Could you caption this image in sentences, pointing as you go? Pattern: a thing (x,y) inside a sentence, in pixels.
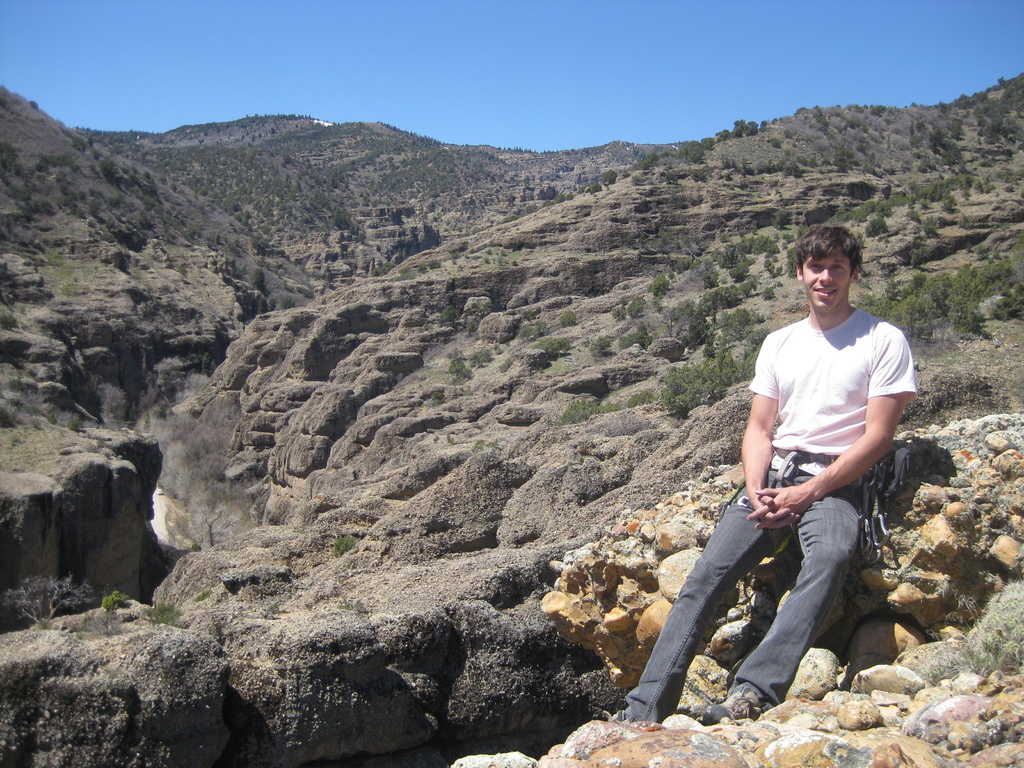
On the right side (866,434), there is a person (816,423) in a white color T-shirt (889,363), sitting on a hill surface (1014,738). In the background (550,437), there are mountains (49,157) and there is a clear blue sky (331,80).
